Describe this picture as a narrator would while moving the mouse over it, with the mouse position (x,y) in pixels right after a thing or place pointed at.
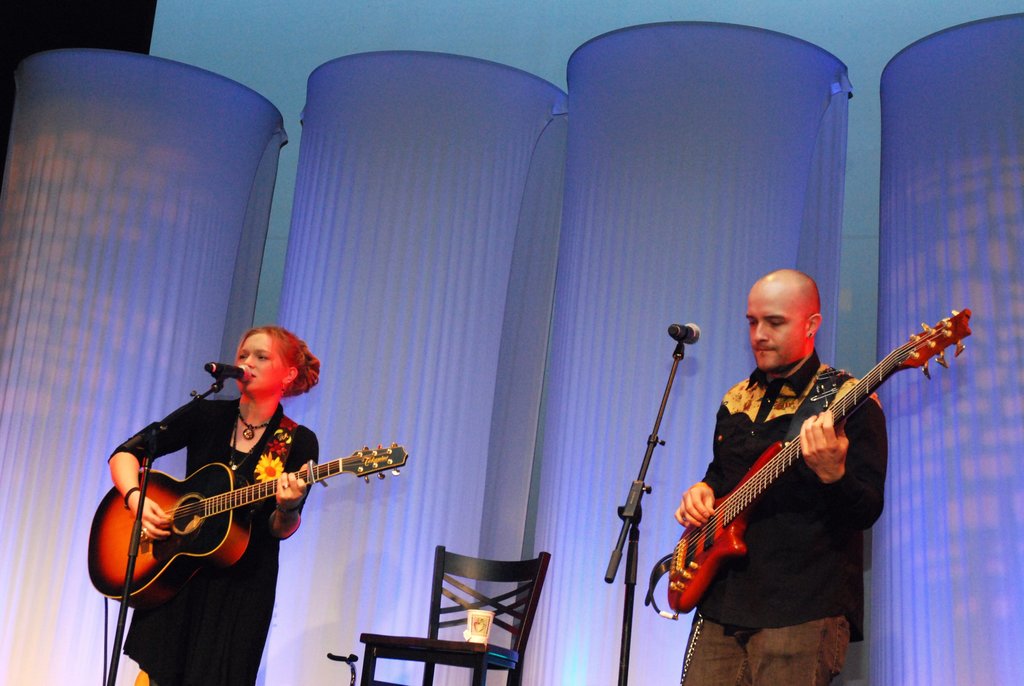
The two persons (745,428) are standing in the stage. She is holding a guitar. She is singing. He is holding a guitar (784,448). We can see in the background (412,220) there is a curtain (649,330) and wall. There is a chair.
